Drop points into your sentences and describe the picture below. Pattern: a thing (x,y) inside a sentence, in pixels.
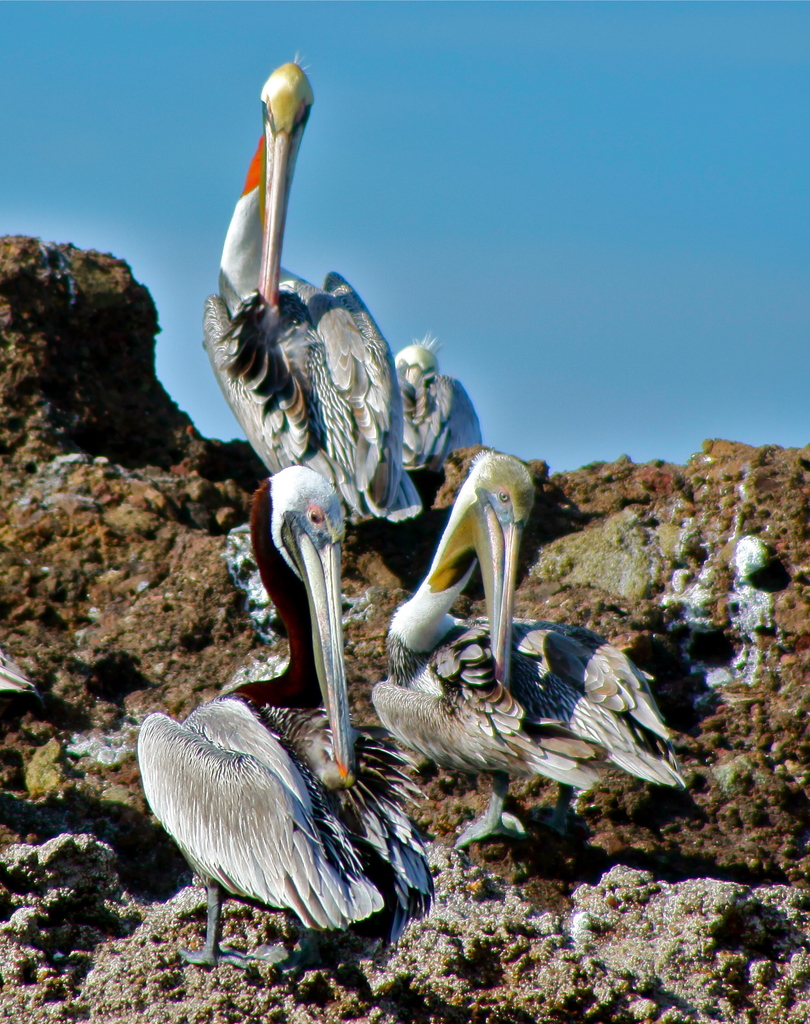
In this image I can see there are four birds (330,907) standing on the rocks (648,467) and the background (566,141) is the sky (554,186).
